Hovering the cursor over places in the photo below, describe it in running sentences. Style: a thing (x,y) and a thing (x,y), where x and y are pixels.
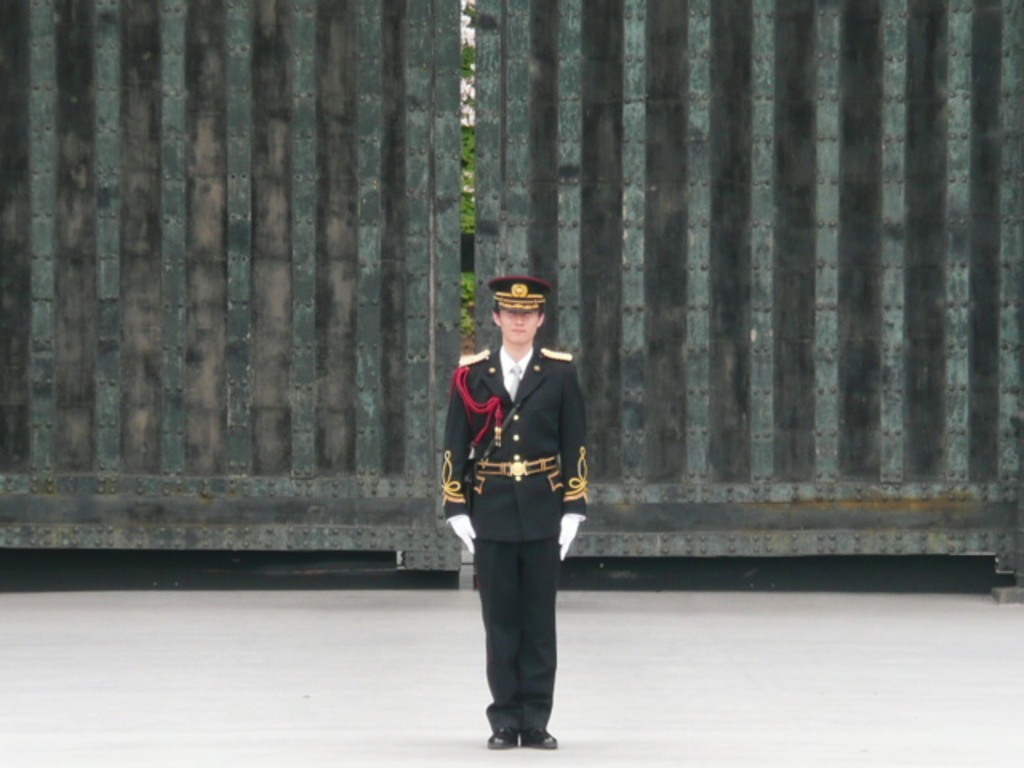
In this image I can see a person (497,554) standing and the person (517,667) is wearing black and white uniform (545,651), background (456,239) I can see a gate (523,231) and I can see plants (474,68) in green color and the sky (468,33) is in white color.
